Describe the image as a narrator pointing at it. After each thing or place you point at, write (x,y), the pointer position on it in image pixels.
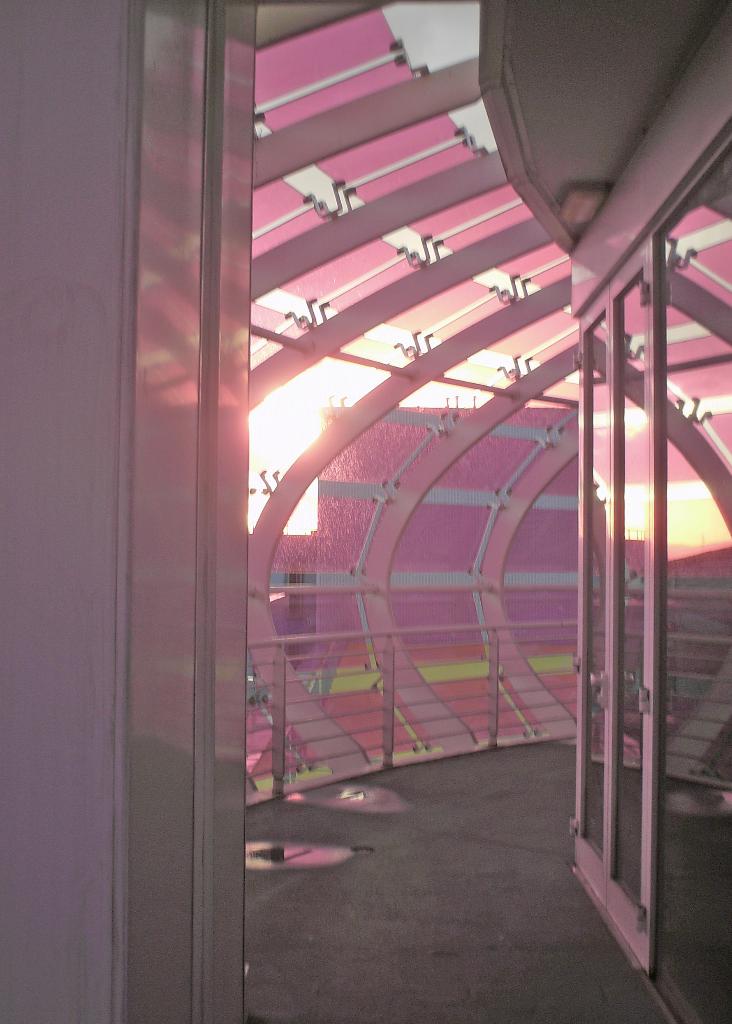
In this image i can see an architecture (423,278) which includes glass door (639,664) and an iron fencing (280,655), we can see the ceiling (495,253) with some design (472,446), in the background (277,427) i can see the light (305,379).
